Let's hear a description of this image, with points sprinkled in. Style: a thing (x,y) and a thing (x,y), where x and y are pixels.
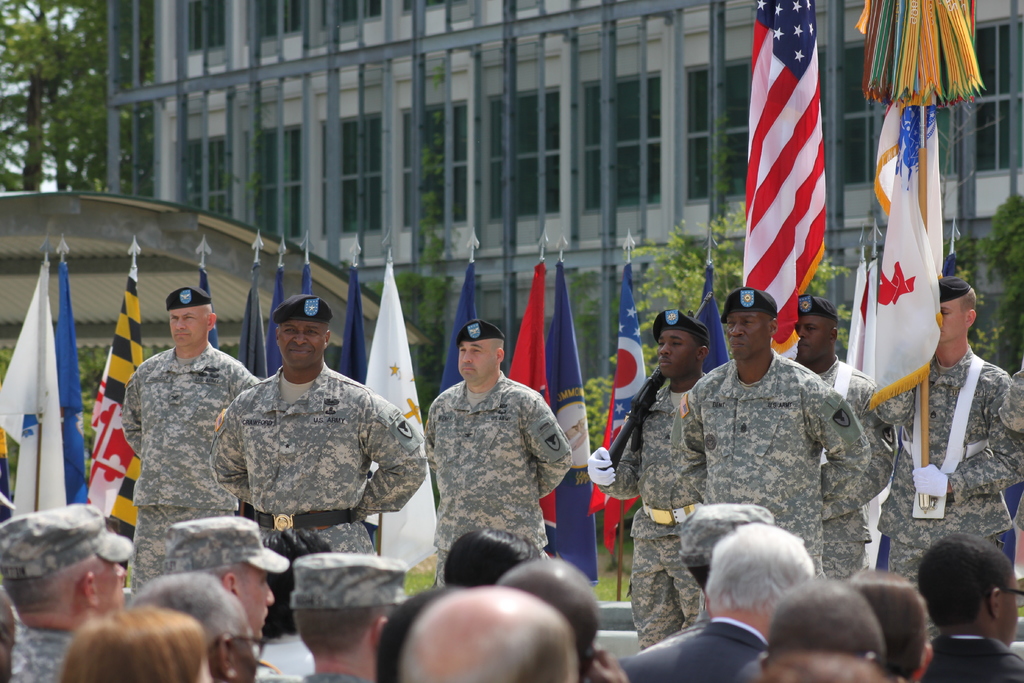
As we can see in the image there are few people (255,379) wearing army dresses (390,466). There are flags (473,285), trees (1013,234), buildings (552,150), windows (454,124) and trees (36,73).
